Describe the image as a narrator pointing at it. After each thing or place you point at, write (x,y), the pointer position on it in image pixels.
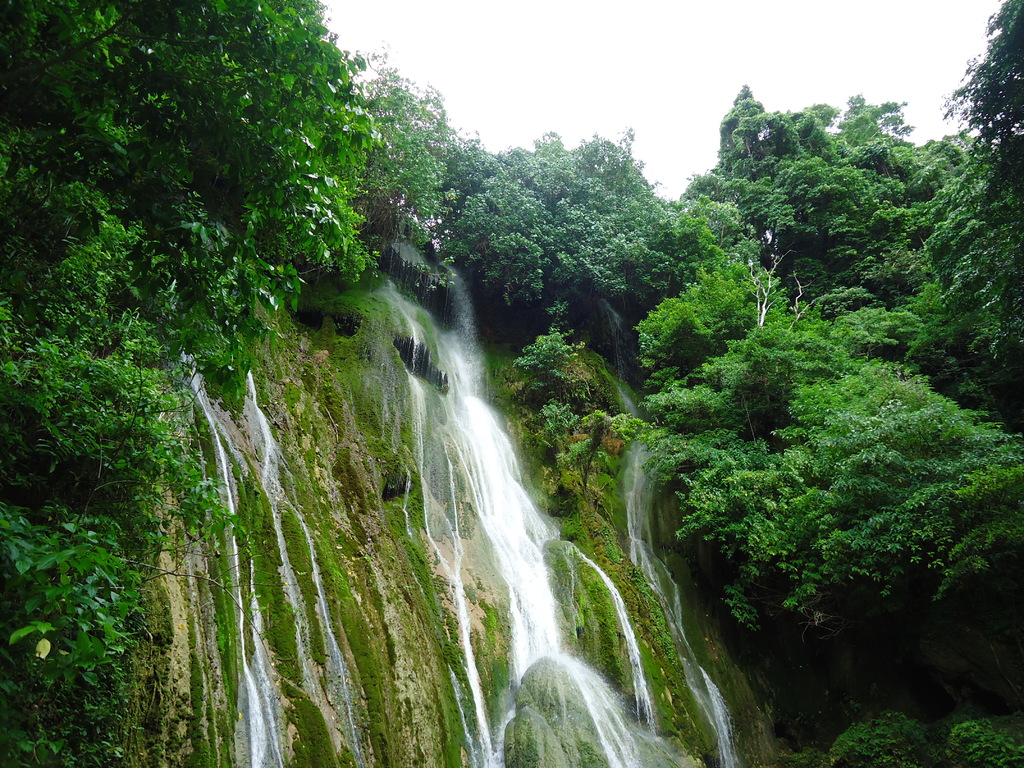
Here we see the water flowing from the top and we can see some trees (74,732) on the side of it.
